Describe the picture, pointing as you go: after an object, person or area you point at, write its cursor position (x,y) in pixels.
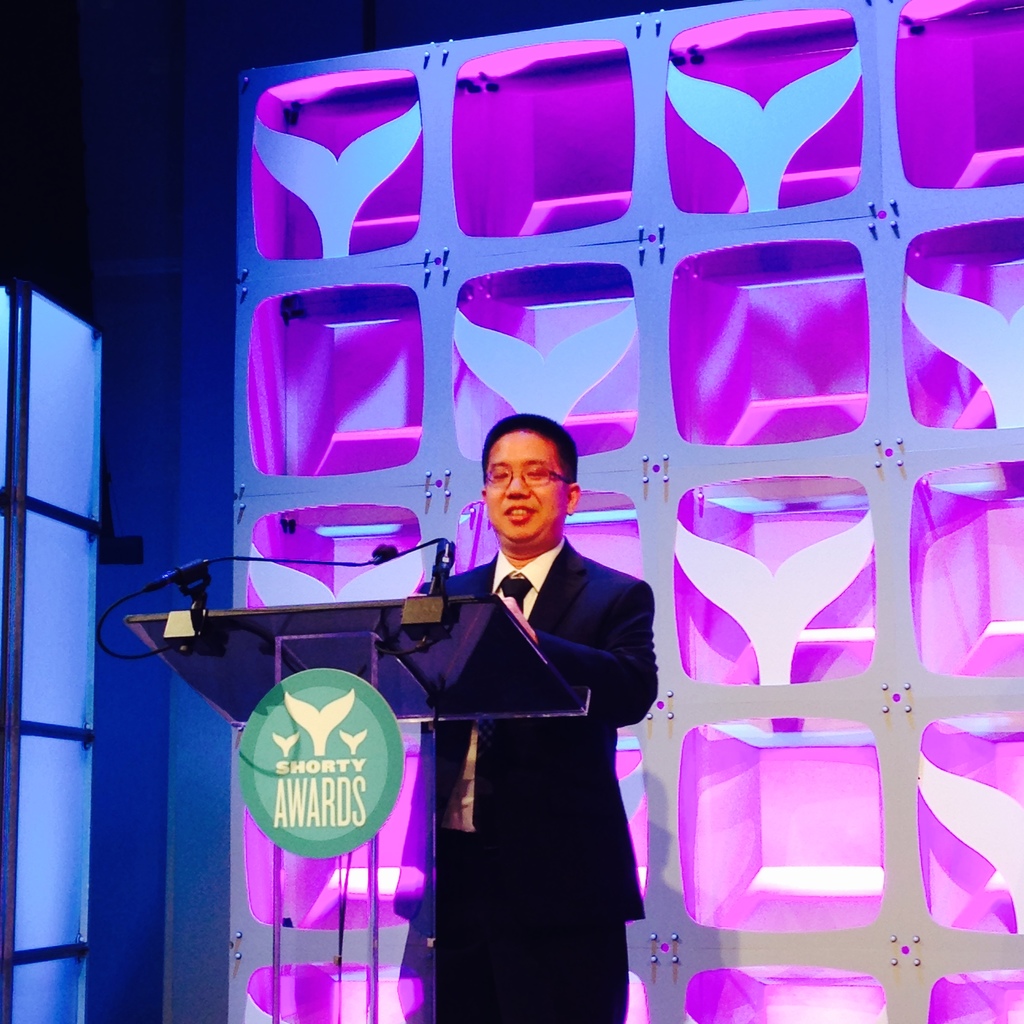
Here in this picture we can see a person (561,646) standing over a place and speaking something in the microphone (447,589), which is present in front of him on the speech desk (301,750) present over there and behind him we can see some sort of decoration (997,174) done over there and we can see the man (571,632) is wearing a suit (594,626) and smiling.
